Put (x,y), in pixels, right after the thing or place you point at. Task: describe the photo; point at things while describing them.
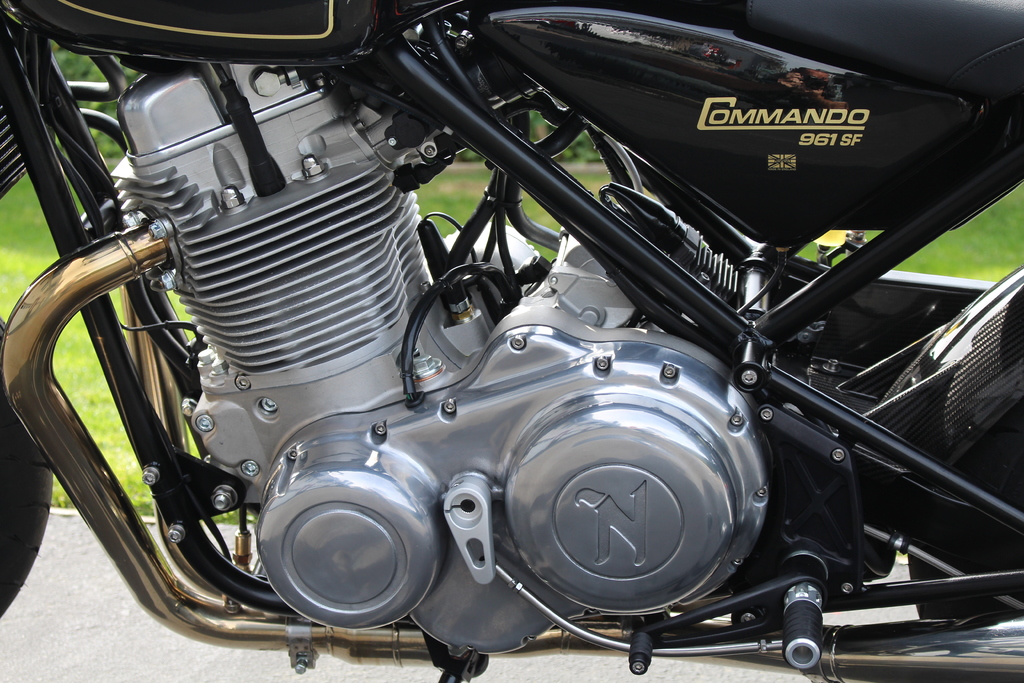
In this image I can see a bike (536,531) on the road (21,662), grass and trees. This image is taken may be during a day.
